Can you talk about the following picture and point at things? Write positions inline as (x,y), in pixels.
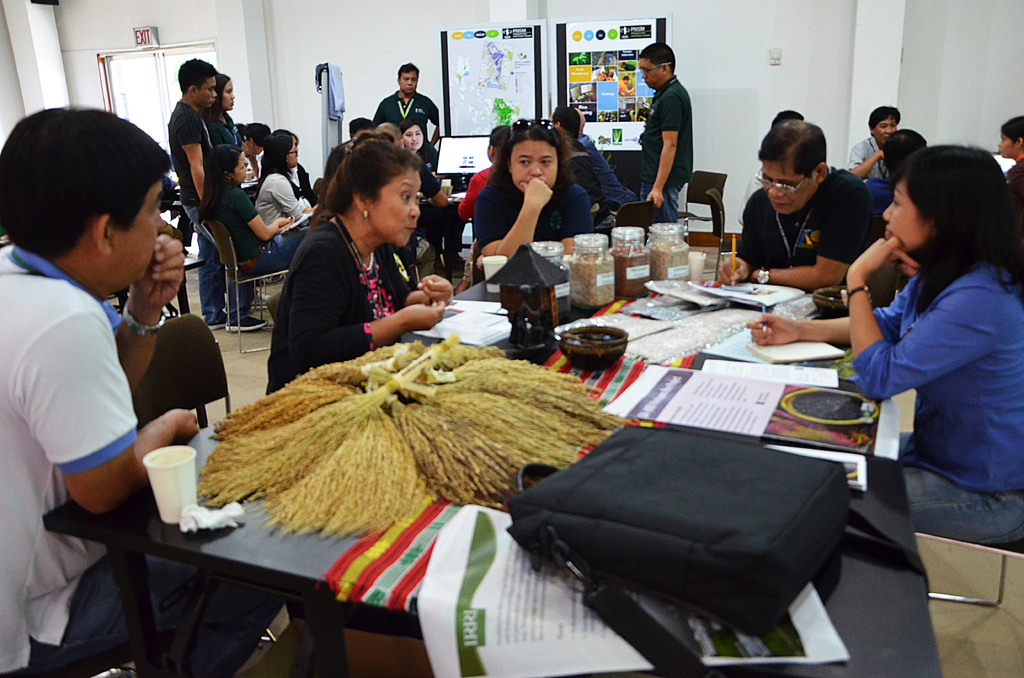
In this image there are a few people (396,181) sitting, in between them there is a table (873,499) with books (758,347), papers (753,367), bottles (638,283) and other objects (434,462) on it, behind them there are a few more people (394,114) sitting and standing, in front of them there is a monitor (461,154). In the background (636,47) there are a few posters (513,55) with some images (470,83) and text (492,33) are hanging on the wall (750,33). On the left side of the image (128,53) there is a door (139,91).
